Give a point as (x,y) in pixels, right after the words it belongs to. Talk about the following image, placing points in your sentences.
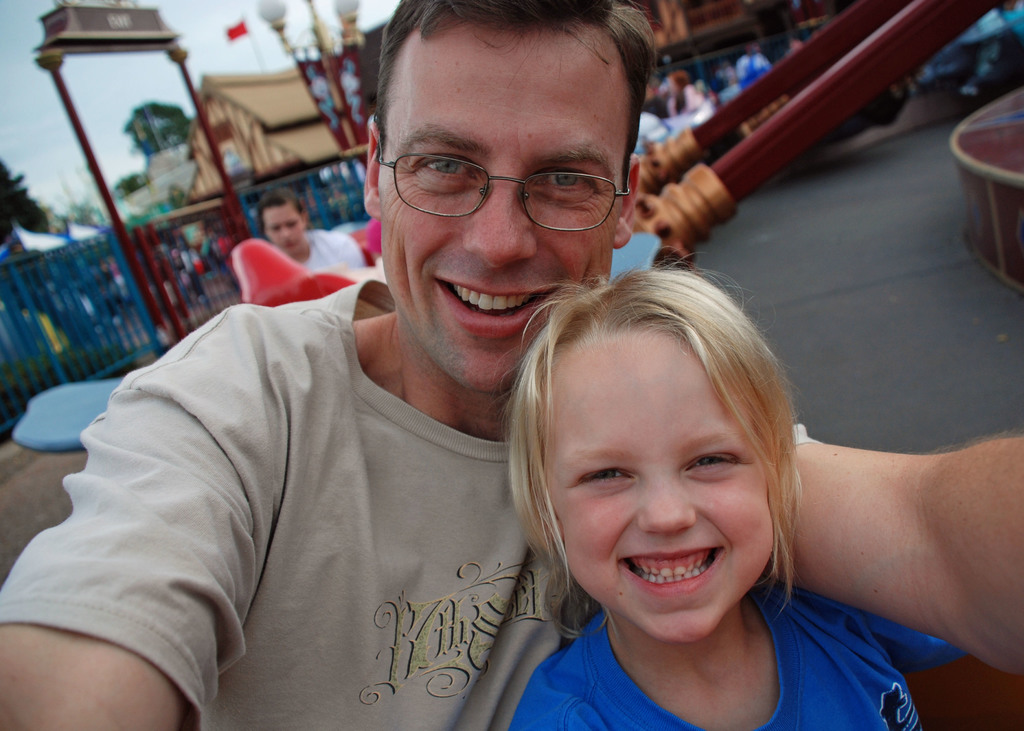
This picture describes about group of people (442,233), in the middle of the image (454,423) we can see a girl (614,439) and a man (441,372), they both are smiling and he wore spectacles (457,196), in the background (295,148) we can see few buildings (150,205), trees (2,194) and fence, and also we can see few lights (278,10).
